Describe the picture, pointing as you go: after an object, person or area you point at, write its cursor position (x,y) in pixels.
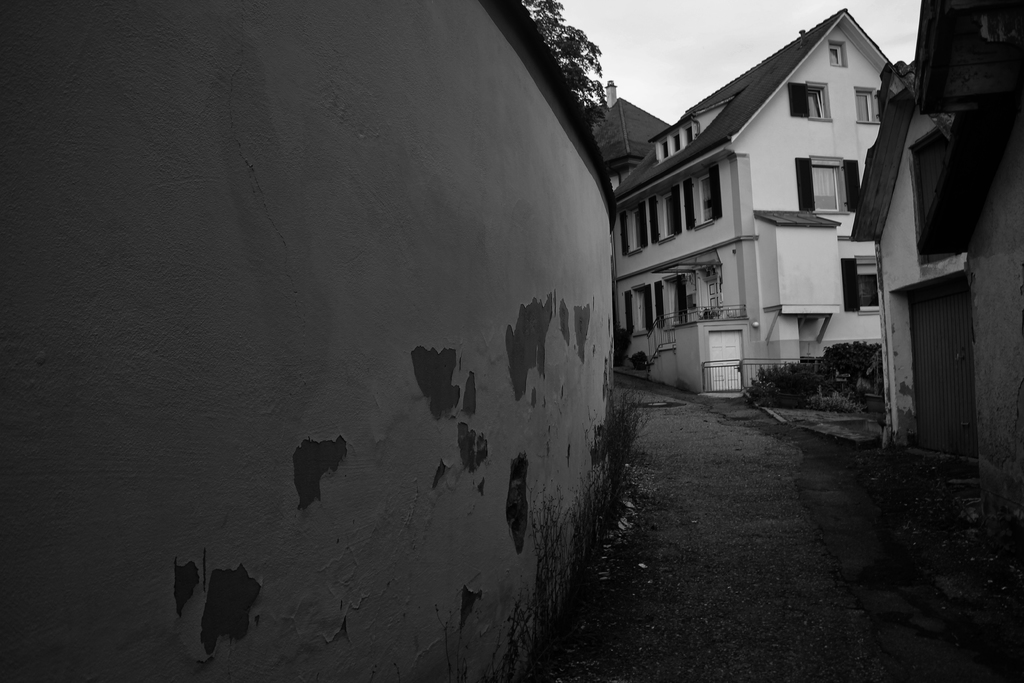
In this picture we can see wall (489,460), plants (836,361) and houses (727,316). In the background of the image (708,45) we can see the sky (761,19).
